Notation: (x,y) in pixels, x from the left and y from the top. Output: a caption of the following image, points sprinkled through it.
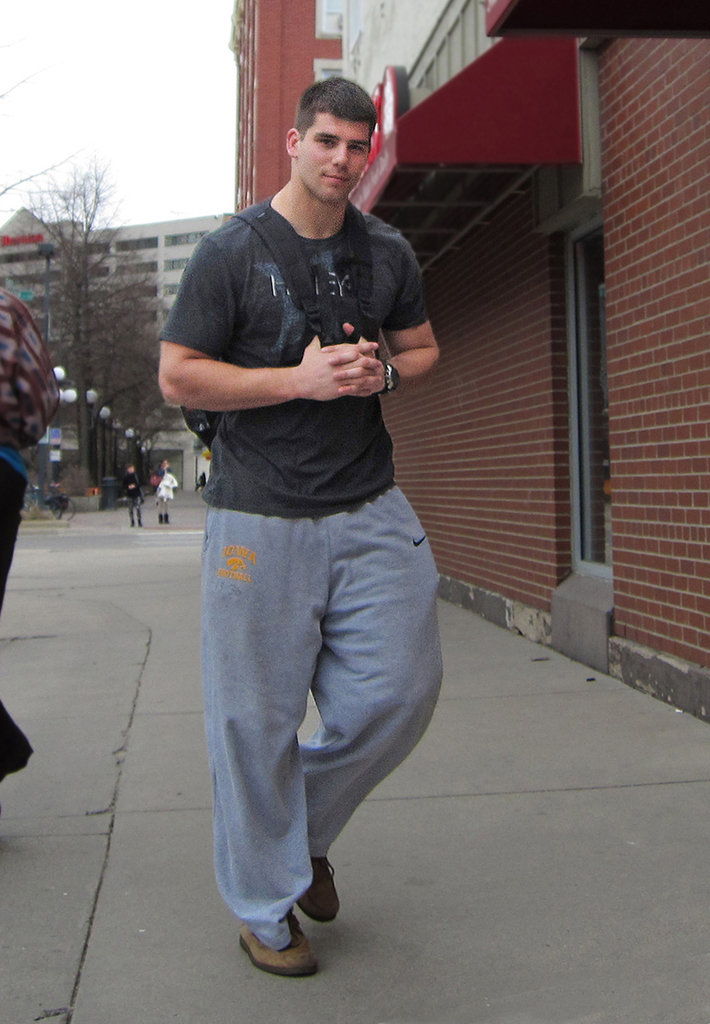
This image is clicked outside. There is a person (268,371) in the middle (330,435), he is wearing black T-shirt (244,435) and backpack (203,427). There is a tree (147,301) on the left side (106,333). There are buildings (32,229) in the middle (424,435).
